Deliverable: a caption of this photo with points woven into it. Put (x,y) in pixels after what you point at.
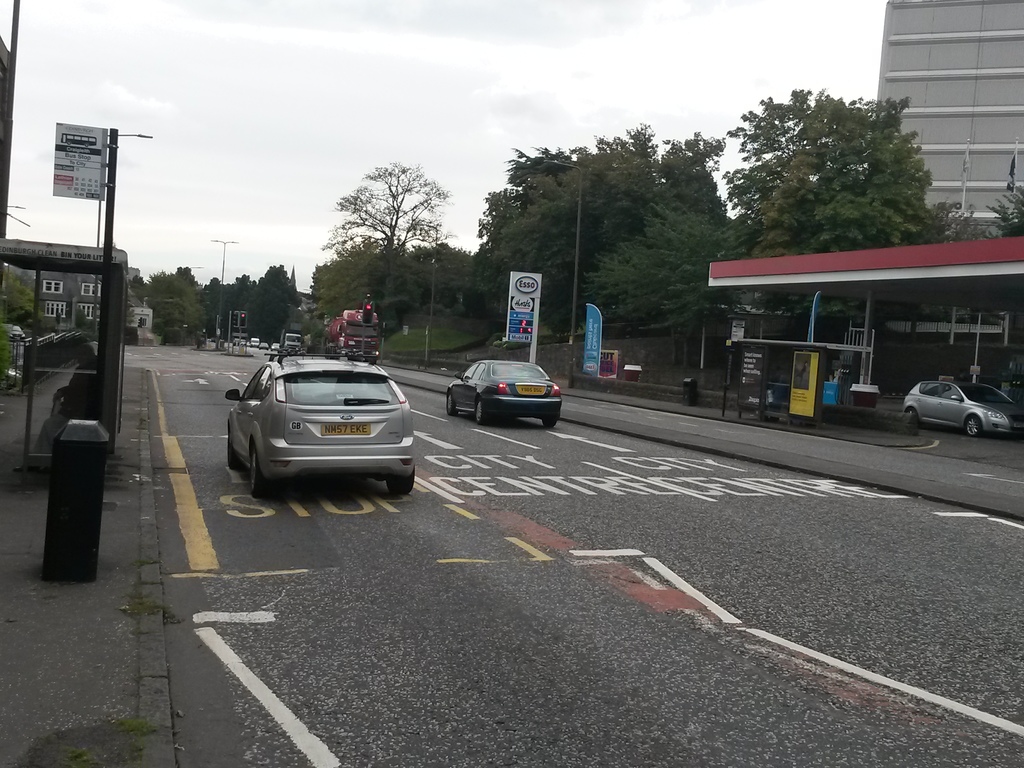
There is a road (427,582) and there are some vehicles (337,455) moving on the road (439,561), on the left side (61,527) there is a trash (79,465) on the footpath (85,735) and there is a building (45,300) in a distance from the trash (89,474) and there are also some street lights (12,119) around the road (938,516), on the right side (760,368) there is a bus stop (810,359) and behind the bus stop (746,363) there are plenty of trees (521,239) and behind the trees (913,214) there is a tall building (895,13).
